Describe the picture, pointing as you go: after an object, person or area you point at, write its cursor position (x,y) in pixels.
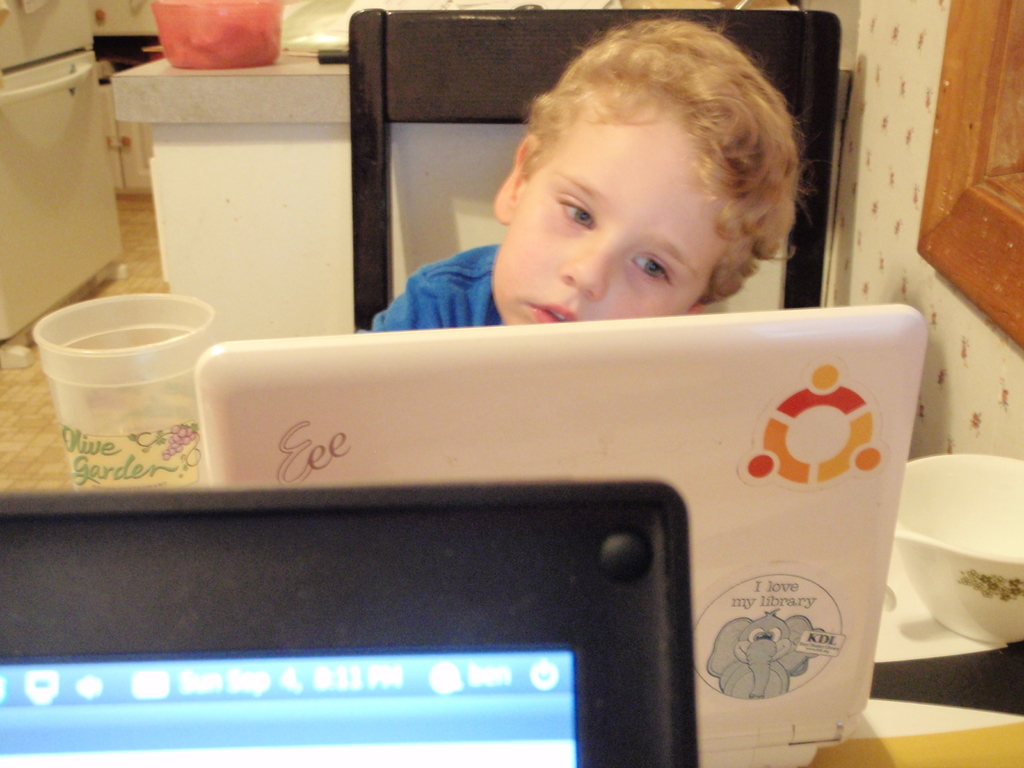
In the image we can see there is a kid (556,167) sitting on the chair (544,40) and there are laptops (697,469) kept on the table (951,689). There is a bowl (942,533) and glass of water (110,411) kept on the table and behind there is a basket (213,62) kept on the table (271,108). There is a refrigerator (34,109) kept on the floor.
